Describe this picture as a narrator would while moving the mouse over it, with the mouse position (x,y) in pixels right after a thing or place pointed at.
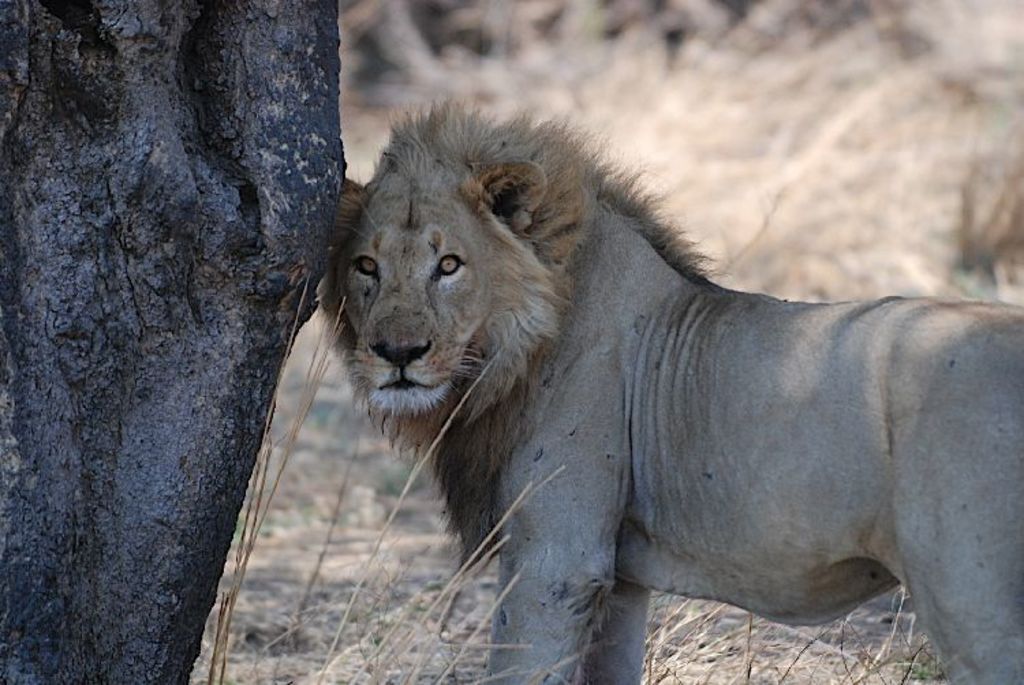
In this image, we can see a lion (660,482) standing beside the tree trunk (152,477). At the bottom of the image (767,676), we can see dry grass (715,684). The background of the image (1017,244) is blur.
